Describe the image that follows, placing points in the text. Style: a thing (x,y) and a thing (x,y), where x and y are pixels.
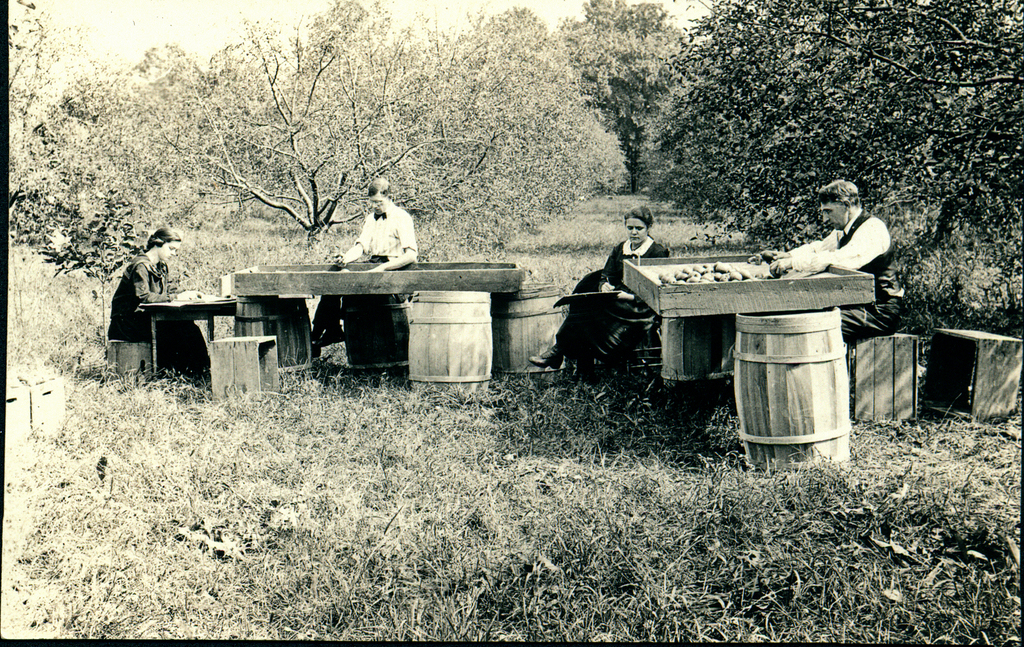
In the foreground of this image (454,535), there is grass (539,375), barrels (458,339), fruits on the wooden trays (666,268) and few people (387,208) sitting near it. In the background (571,160), there are trees (191,160) and the sky (143,36).
